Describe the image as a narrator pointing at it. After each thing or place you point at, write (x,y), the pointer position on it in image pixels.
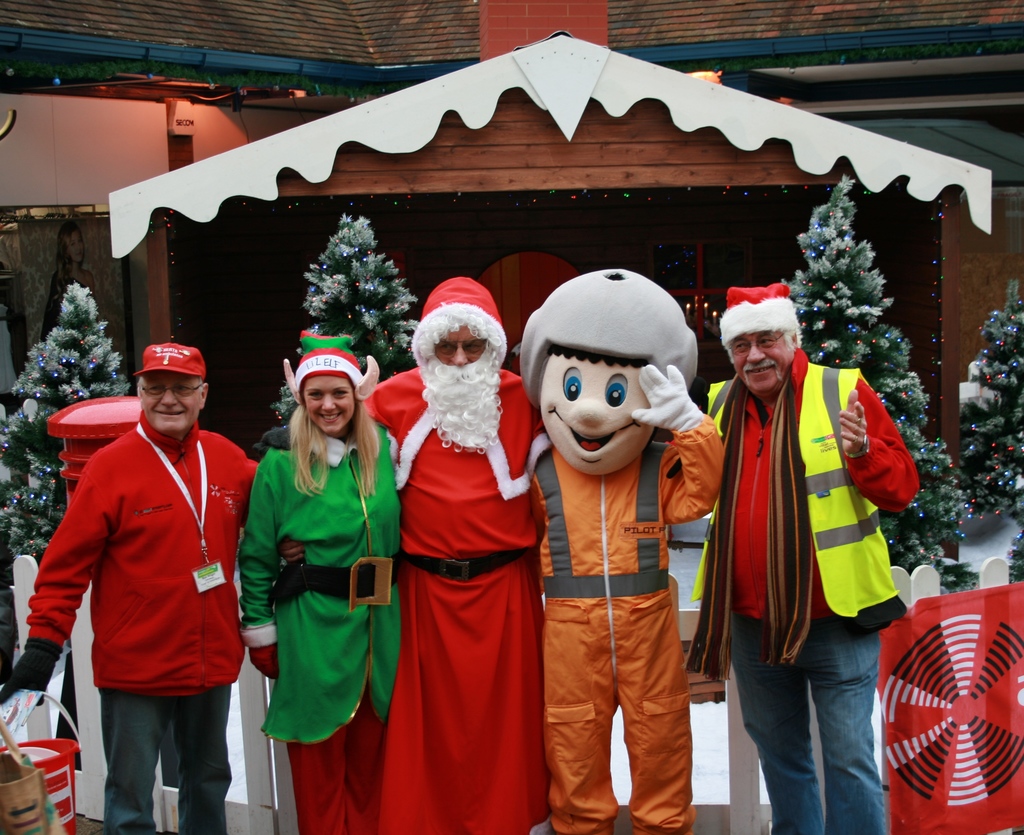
In the foreground (661,529) I can see five persons (654,536) are standing. Out of which three persons (592,649) are wearing costumes (582,582). In the background (91,748) I can see a fence (84,764), christmas trees (334,307), lights (815,288) and a rooftop (840,20). This image is taken may be during a day.
